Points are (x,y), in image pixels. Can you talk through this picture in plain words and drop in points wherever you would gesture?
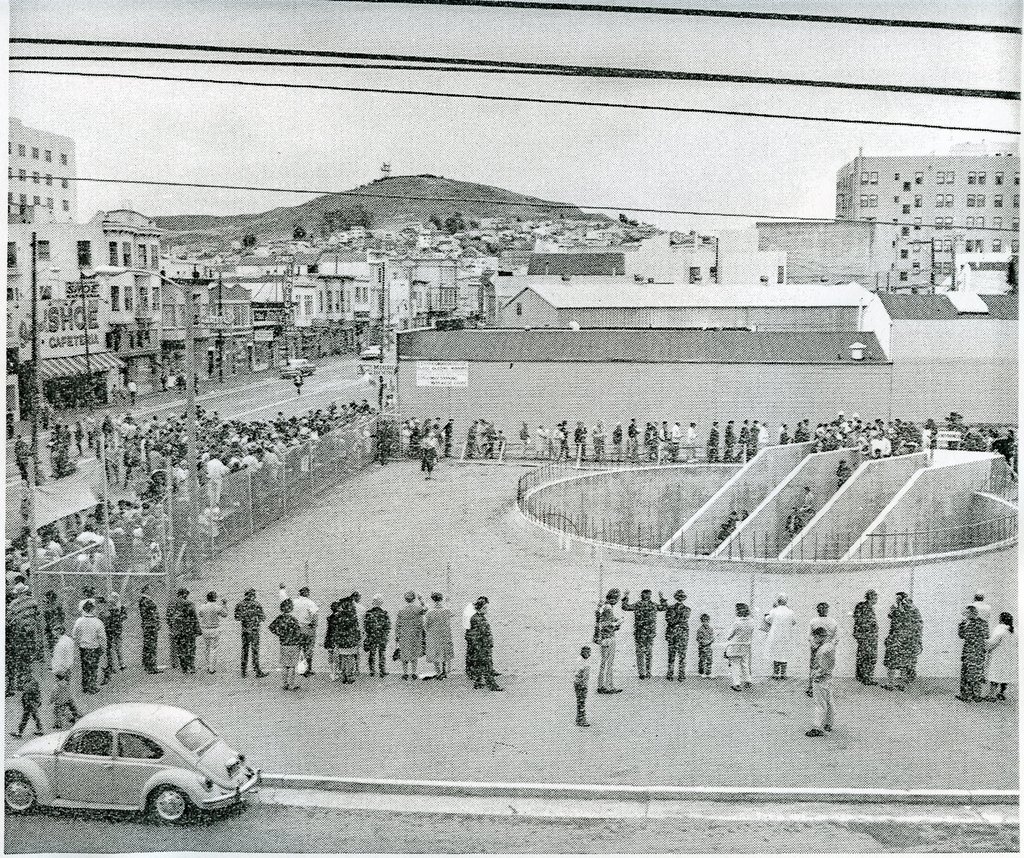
In this image I can see a well (568,537) in the middle (651,506) and there is a fence (127,617) and in front of fence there are crowd of people (845,422) visible and there are building (22,252), poles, road (229,407) visible in the middle (356,375) at the top (342,122) I can see the sky (166,122). I can see a vehicle (58,788) at the bottom (212,788).
